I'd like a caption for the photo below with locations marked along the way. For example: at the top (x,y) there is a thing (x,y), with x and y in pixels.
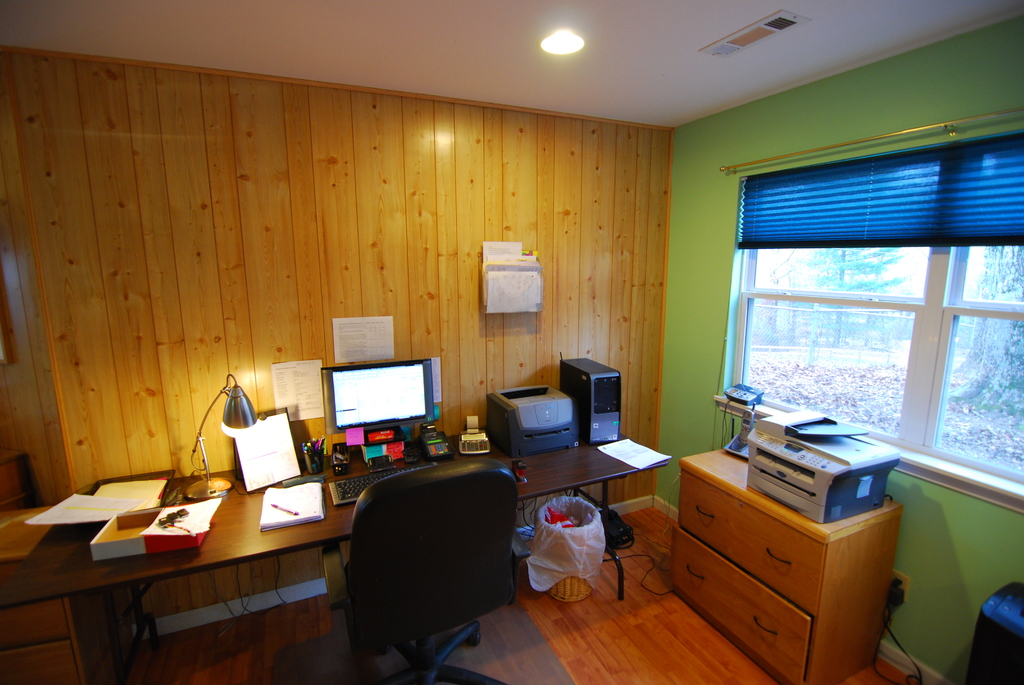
In this picture i could see the table (546,473) which is brown in color holding a printer (564,423), CPU (601,401), computer screen (370,403), key board (377,475), books (297,495), pen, paper holder (260,452), box (128,529) and key chain (161,524) and a lamp (200,487) and pen holder (314,453) too. In front of the table (341,525) there is chair (412,531) in the background (380,250) i could see the brown colored wooden wall (329,184) and to the right (772,513) there is a cabinet (743,555). On the cabinet (758,543) there is a printer (811,482) and there is a window (930,361) too which is made up of glass (872,362) and blind (867,215) and in the window (876,303) i could see trees (838,281) and there is a wooden floor (577,637). On the wooden floor (564,649) there is a trash can (574,548).
